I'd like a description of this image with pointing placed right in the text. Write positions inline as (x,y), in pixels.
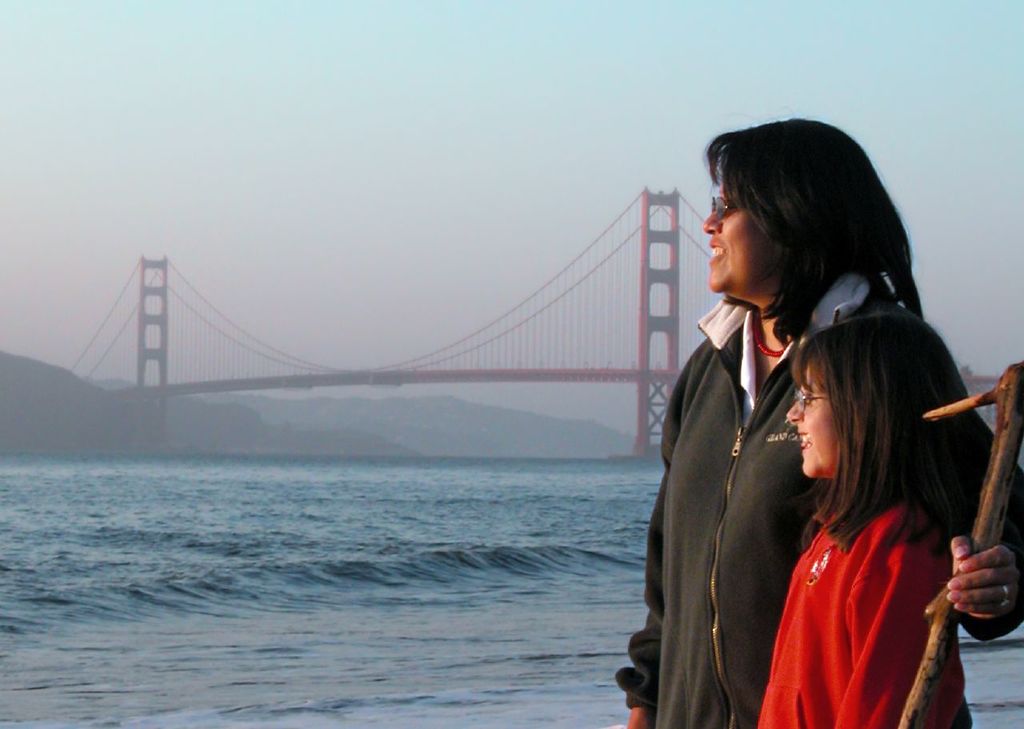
This image consists of two persons (726,483). The girl (878,610) is wearing a red jacket (878,579). The woman (784,491) is wearing a black jacket (764,500). At the bottom (279,614), there is water (397,574). In the background (668,329), we can see a bridge (174,357) along with the strings (524,303). At the top (381,109), there is sky (461,89). On the left (124,405), we can see mountains (74,411).
